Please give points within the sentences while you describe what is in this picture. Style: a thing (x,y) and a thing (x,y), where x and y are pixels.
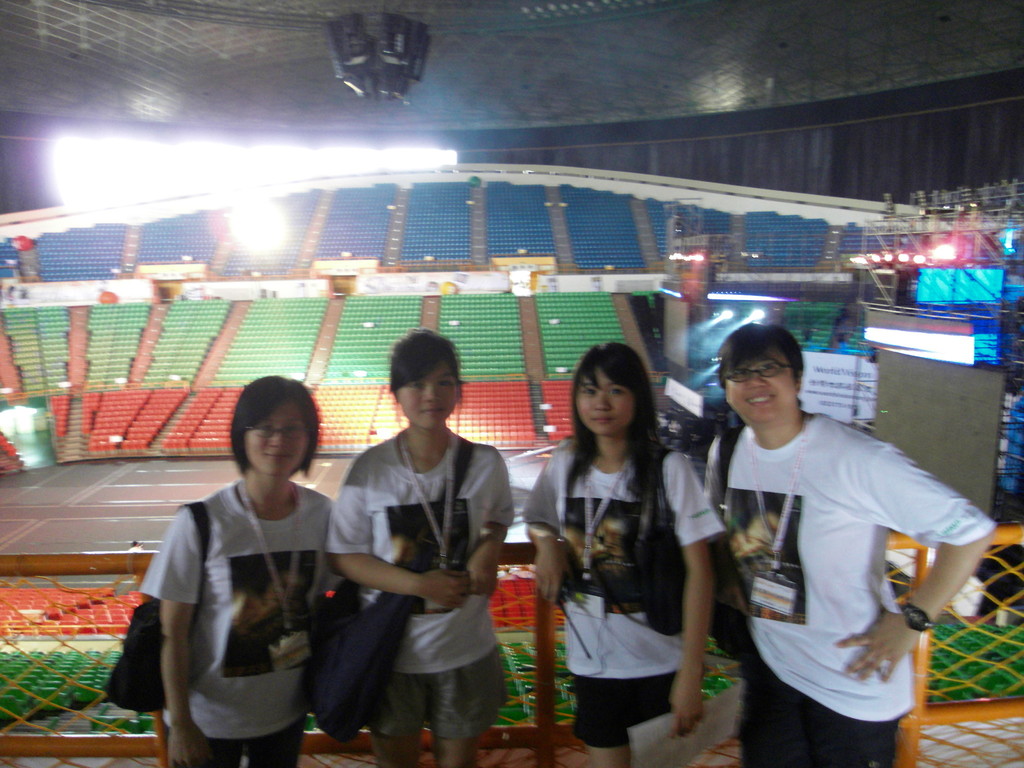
In this picture I can observe four members (425,416) in the middle of the picture (642,382). Behind them I can observe an indoor stadium (163,388). In the background (330,163) I can observe lights (84,144).
